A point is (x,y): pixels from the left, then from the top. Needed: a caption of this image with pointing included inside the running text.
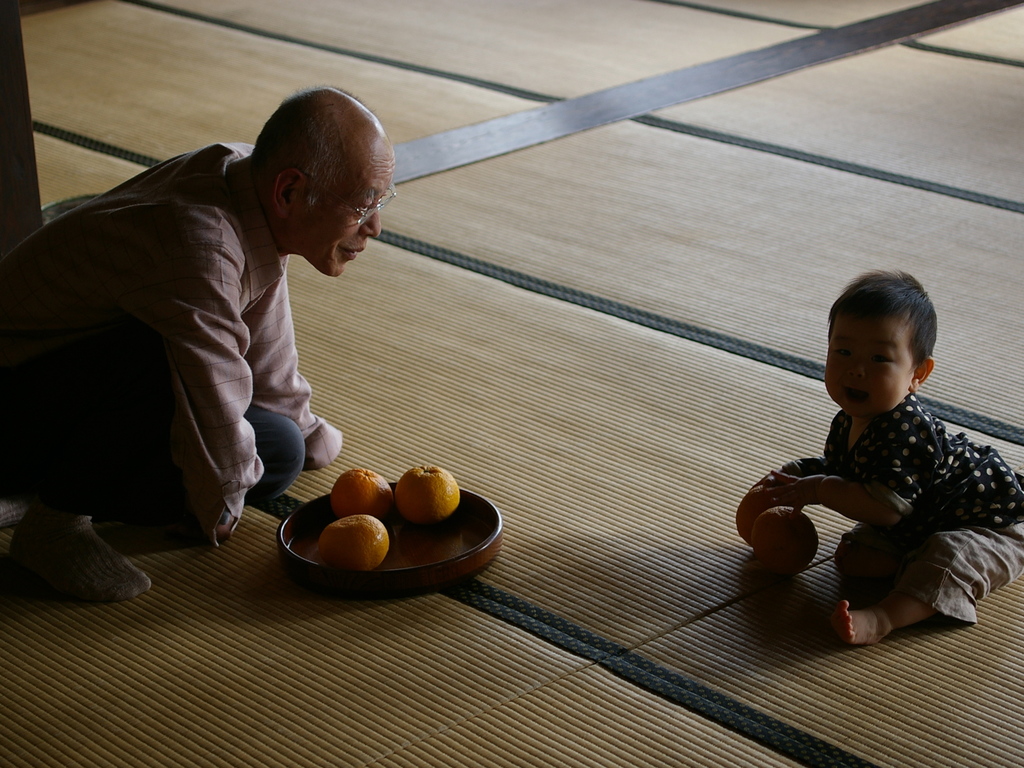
In this picture we can see a man (103,292) wore spectacles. In front of him we can see a plate (441,579) with fruits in it and a child (881,454) on the floor (687,424).
